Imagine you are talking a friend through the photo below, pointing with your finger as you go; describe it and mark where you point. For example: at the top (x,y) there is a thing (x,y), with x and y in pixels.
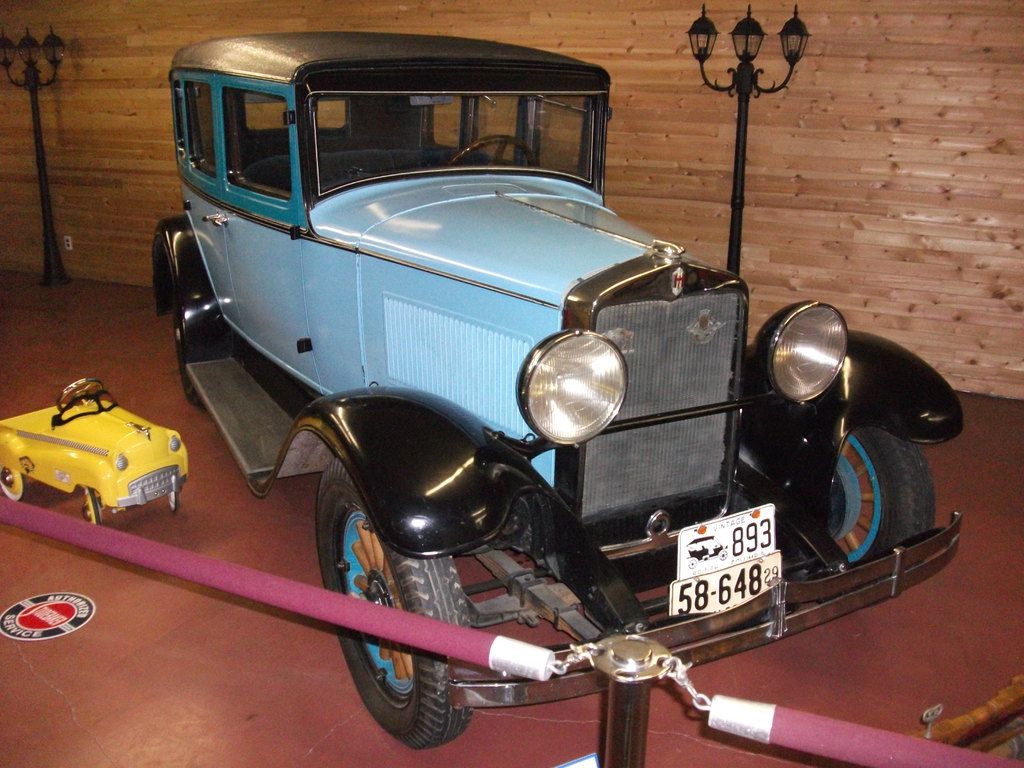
In this image there is a vehicle (523,362) and a toy (144,425) are on the floor (189,722). Bottom of the image (511,668) there is a fence (645,693). Behind the vehicle (741,298), there is a street light (735,262). Background (1001,321) there is a wooden wall (12,117). Left side there is a street light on the floor (67,362).
